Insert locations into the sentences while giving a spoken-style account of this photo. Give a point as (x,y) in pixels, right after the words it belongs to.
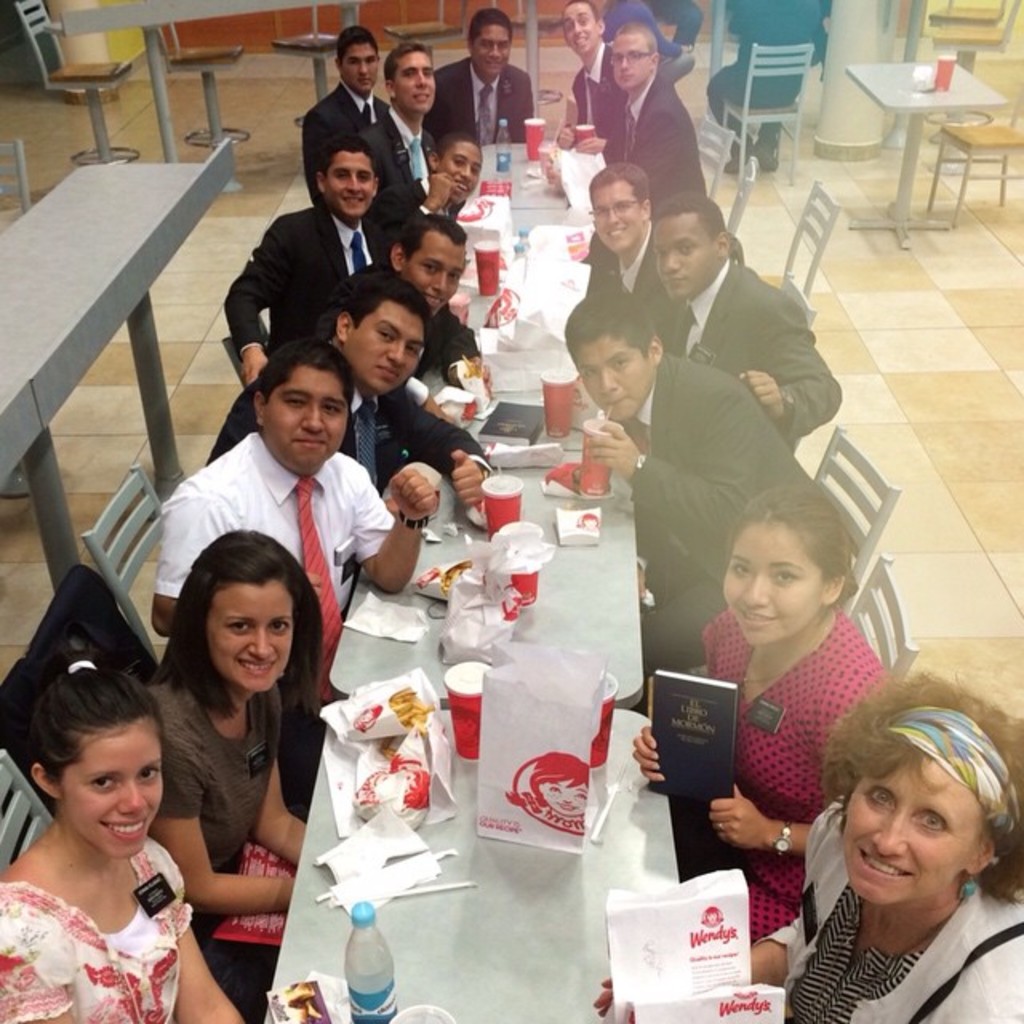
As we can see in the image, there are group of people (265,843) sitting around table (320,808) on chairs (143,503). On table (533,871) there are papers (634,958), bottles (377,966), fast food (387,736), glass (477,680) and behind these persons (714,225) there are few tables (903,140) and chairs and the floor (898,265) is in cream and white color.
